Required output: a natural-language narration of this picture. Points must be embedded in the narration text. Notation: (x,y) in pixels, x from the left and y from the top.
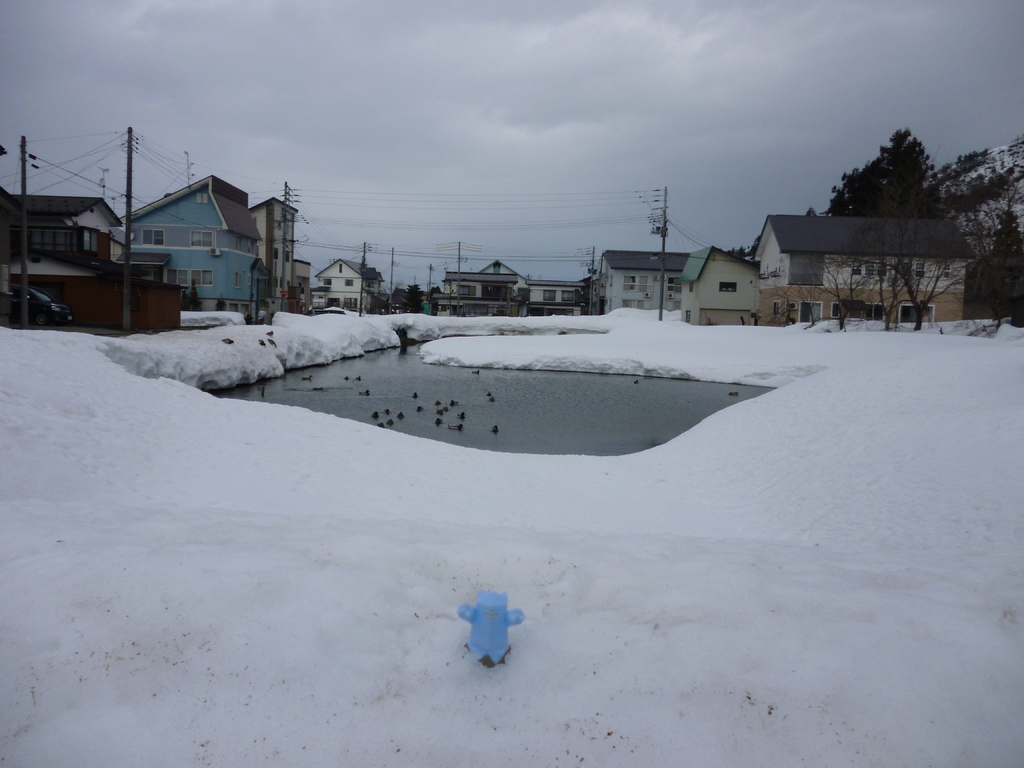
In the center of the image (492,385) we can see water (521,405). At the bottom of the image (530,617) we can see snow (394,621). In the background (58,229) we can see buildings (449,286), poles (25,237), trees (905,264), snow (447,348), sky (493,127) and clouds (415,66).
